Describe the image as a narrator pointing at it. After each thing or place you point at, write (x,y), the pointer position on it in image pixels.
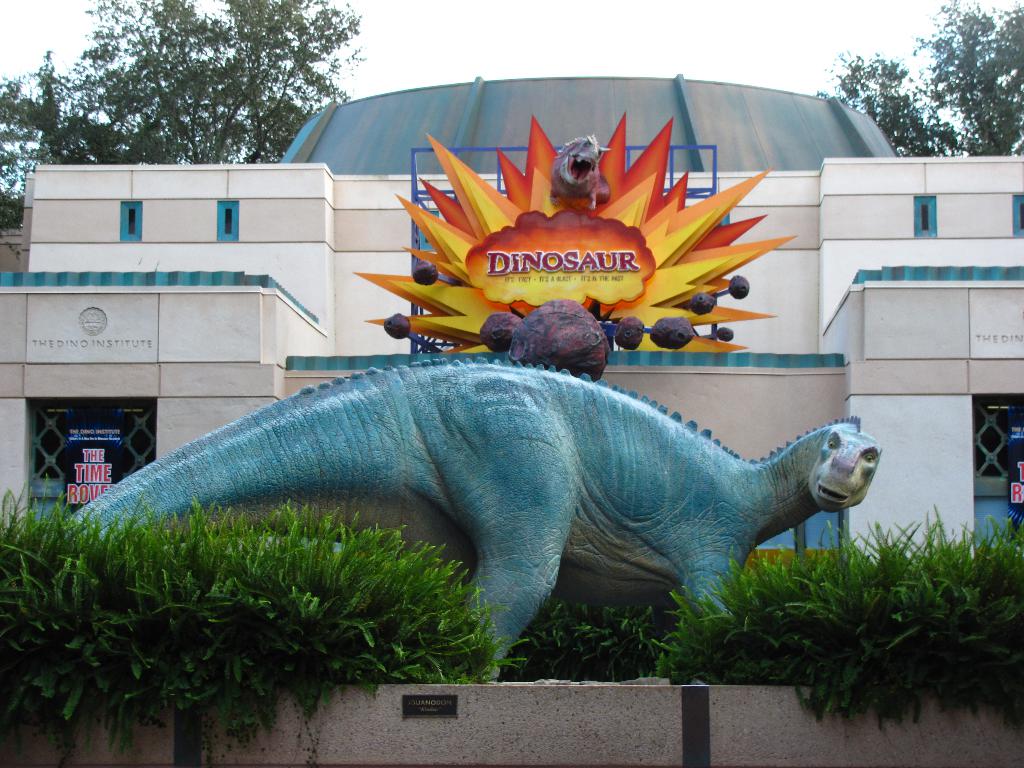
In this image we can see one big dinosaur statue (866,460) in front of the building (784,360), one name board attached to the wall (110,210), one building (982,361), two doors (150,404), two black boards (110,481) with text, some text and logo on the wall (116,367). There is one colorful board (582,205) with text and image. Some trees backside of the building (200,346), some bushes (696,635) are on the surface (459,685) and at the top (11,25) there is the sky (468,48).
